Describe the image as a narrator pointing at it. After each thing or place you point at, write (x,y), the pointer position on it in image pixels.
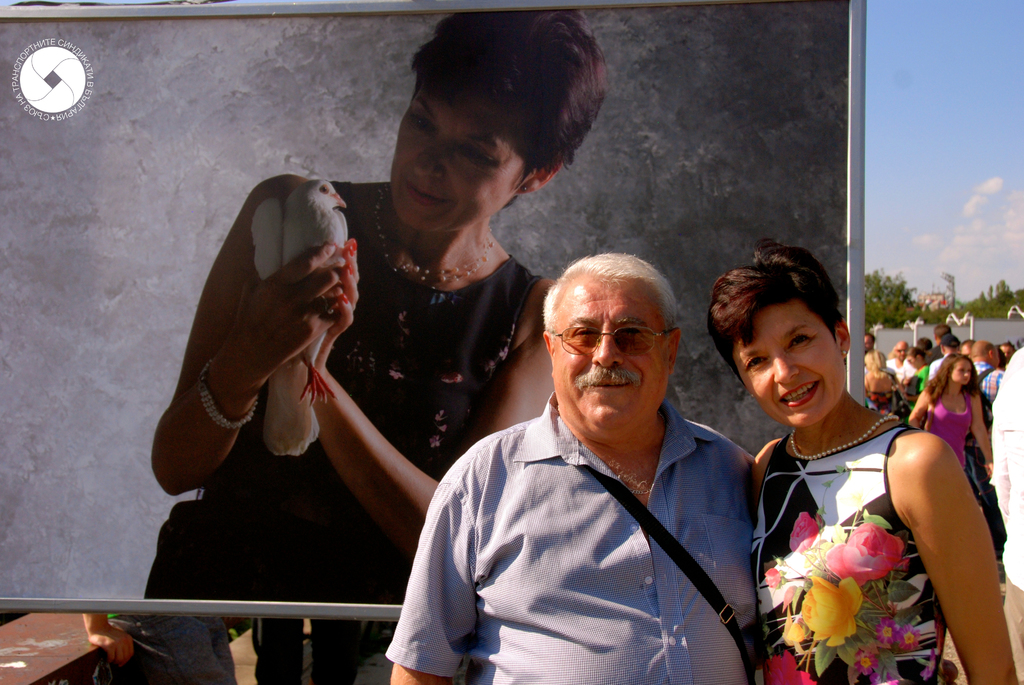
In the center of the image (645,435) we can see two persons (720,520) are standing. In the background of the image (502,175) we can see a screen (456,176), on screen (331,200) we can see a lady (344,313) is standing and holding a pigeon (300,221) in her hand (331,266). On the right side of the image (897,347) group of people (901,376) are standing. At the top of the image (950,159) clouds (1001,225) are present in the sky (935,224). We can see trees (906,293) are there. At the bottom of the image (383,660) ground (379,670) is present.
